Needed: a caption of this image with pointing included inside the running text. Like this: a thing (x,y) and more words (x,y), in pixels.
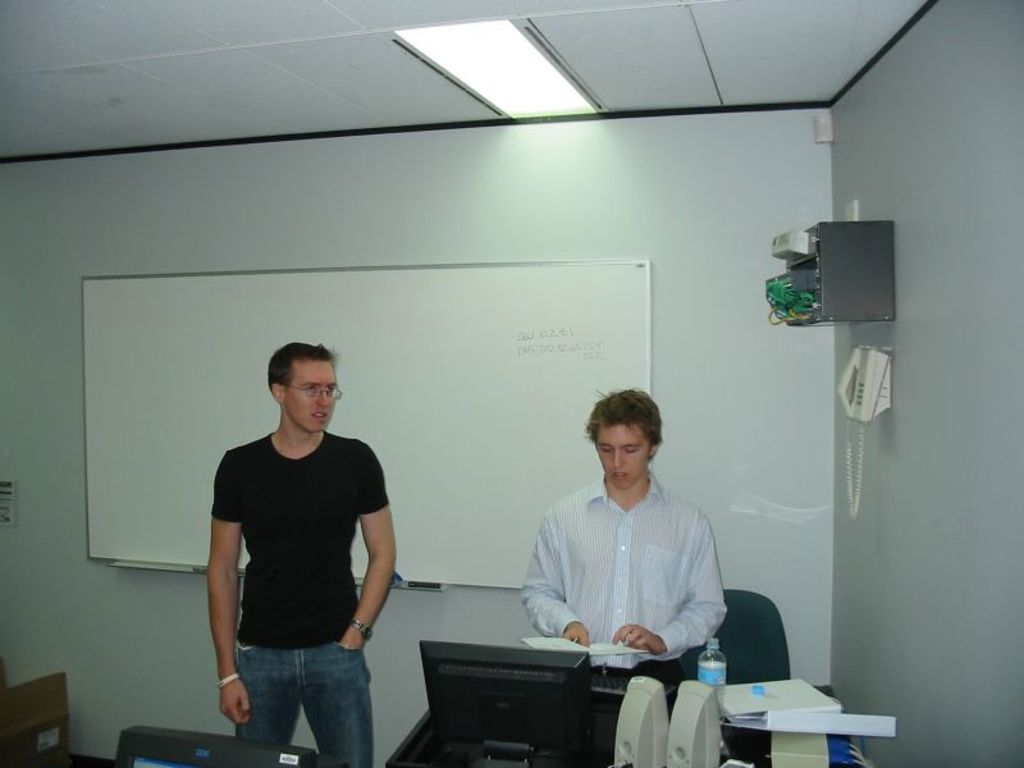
In this image I can see two men (348,604) are standing. On this wall (762,369) I can see a white board (395,490).
